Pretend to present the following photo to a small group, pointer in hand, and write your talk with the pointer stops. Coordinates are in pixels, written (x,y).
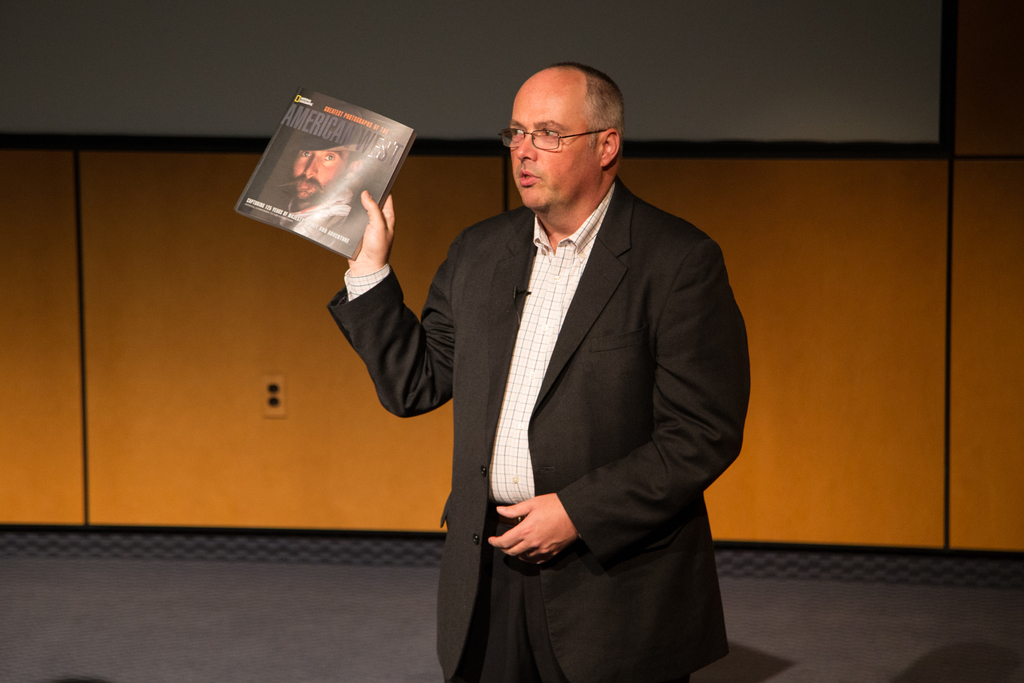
In this image there is a man (560,275) wearing suit (486,363) and standing on a stage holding a book (362,217) in his hand (375,213), in the background (177,318) there is a wooden wall (931,424) to that wall (9,170) there is a screen (488,70).
